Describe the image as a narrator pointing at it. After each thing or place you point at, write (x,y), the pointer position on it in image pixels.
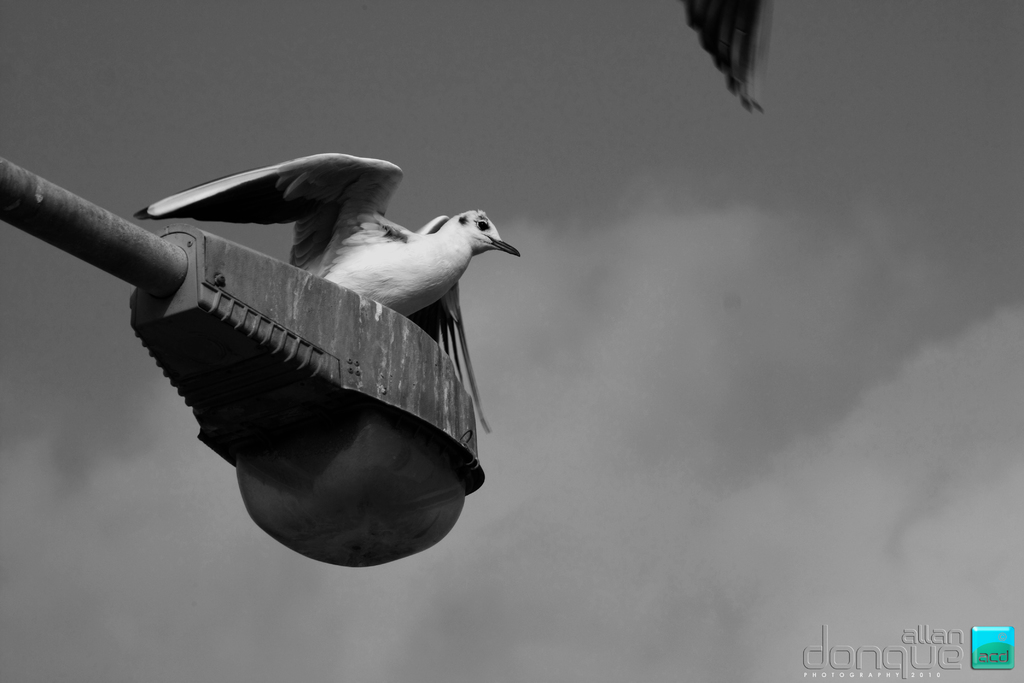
In this picture I can see a bird (413,296) standing on the lamp (315,396), at the bottom (985,661) I can see the watermark (943,657) and the logo (994,652). In the background (758,525) there is the sky (758,525), this image is in black and white color.
